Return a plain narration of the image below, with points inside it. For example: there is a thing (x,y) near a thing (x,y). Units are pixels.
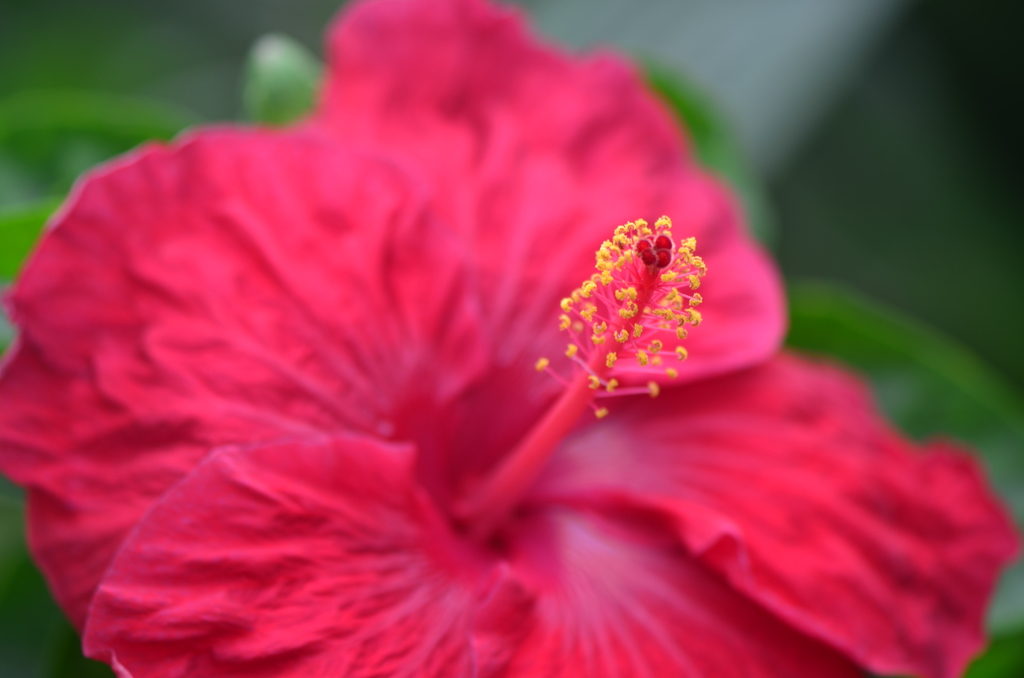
This is a red color flower (508,390).
